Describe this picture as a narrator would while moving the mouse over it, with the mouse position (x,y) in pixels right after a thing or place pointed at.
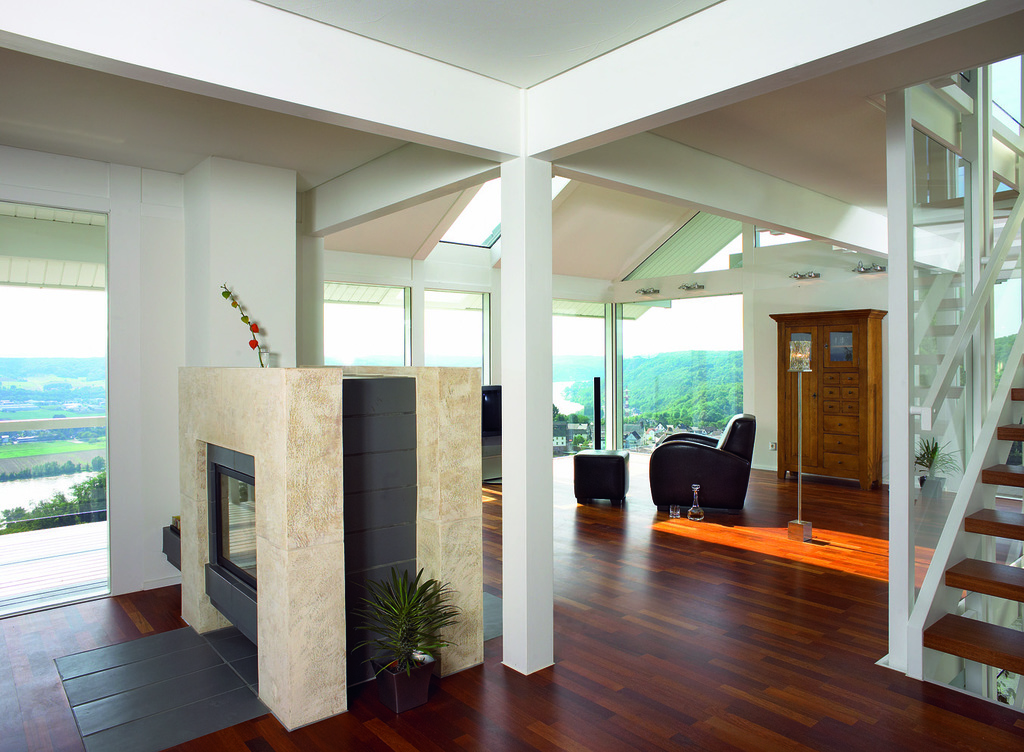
In this picture we can see inside of the building (380,439), we can see chair (684,458), potted plants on the floor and we can see staircases (982,532).
